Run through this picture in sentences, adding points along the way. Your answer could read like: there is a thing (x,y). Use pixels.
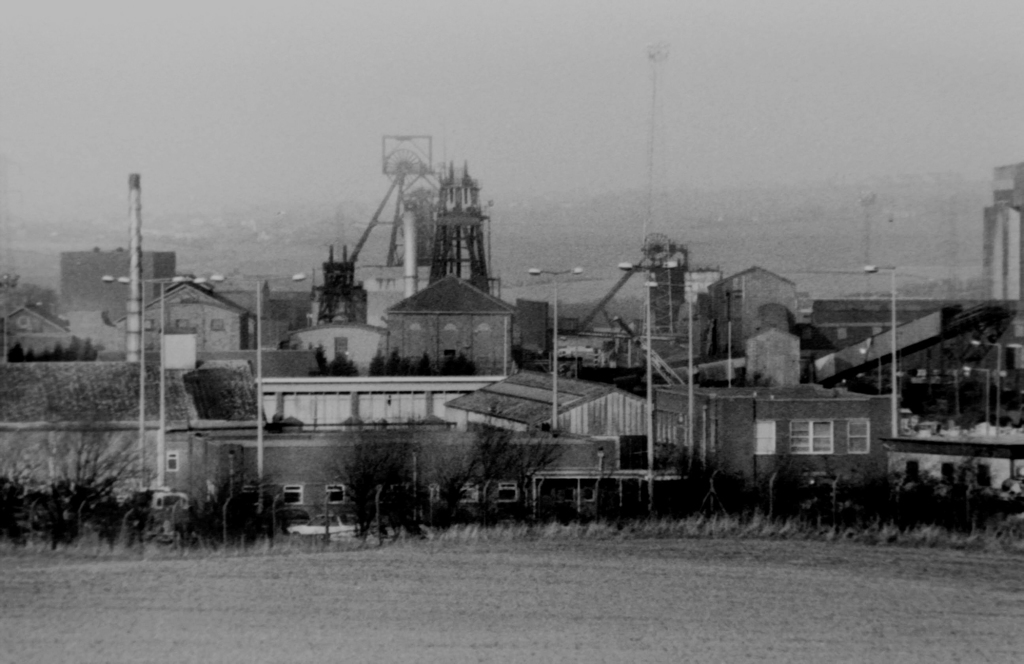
In the picture we can see the surface (934,623) with trees (853,503), poles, houses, buildings (284,320), and the sky (568,38).
